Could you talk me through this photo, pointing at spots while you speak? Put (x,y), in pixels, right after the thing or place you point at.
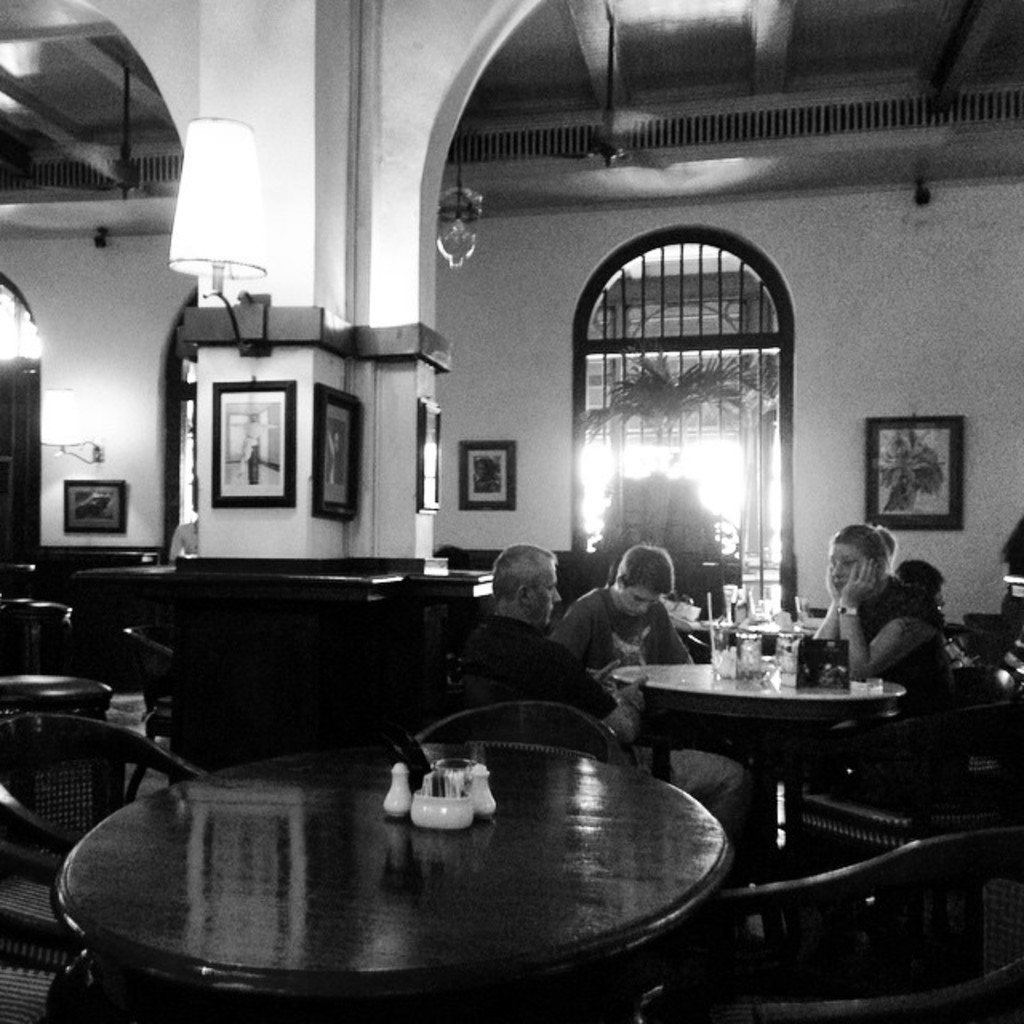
In this picture there are a group of people (922,631) sitting and among them the woman (851,635) is staring at the person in front of her.
